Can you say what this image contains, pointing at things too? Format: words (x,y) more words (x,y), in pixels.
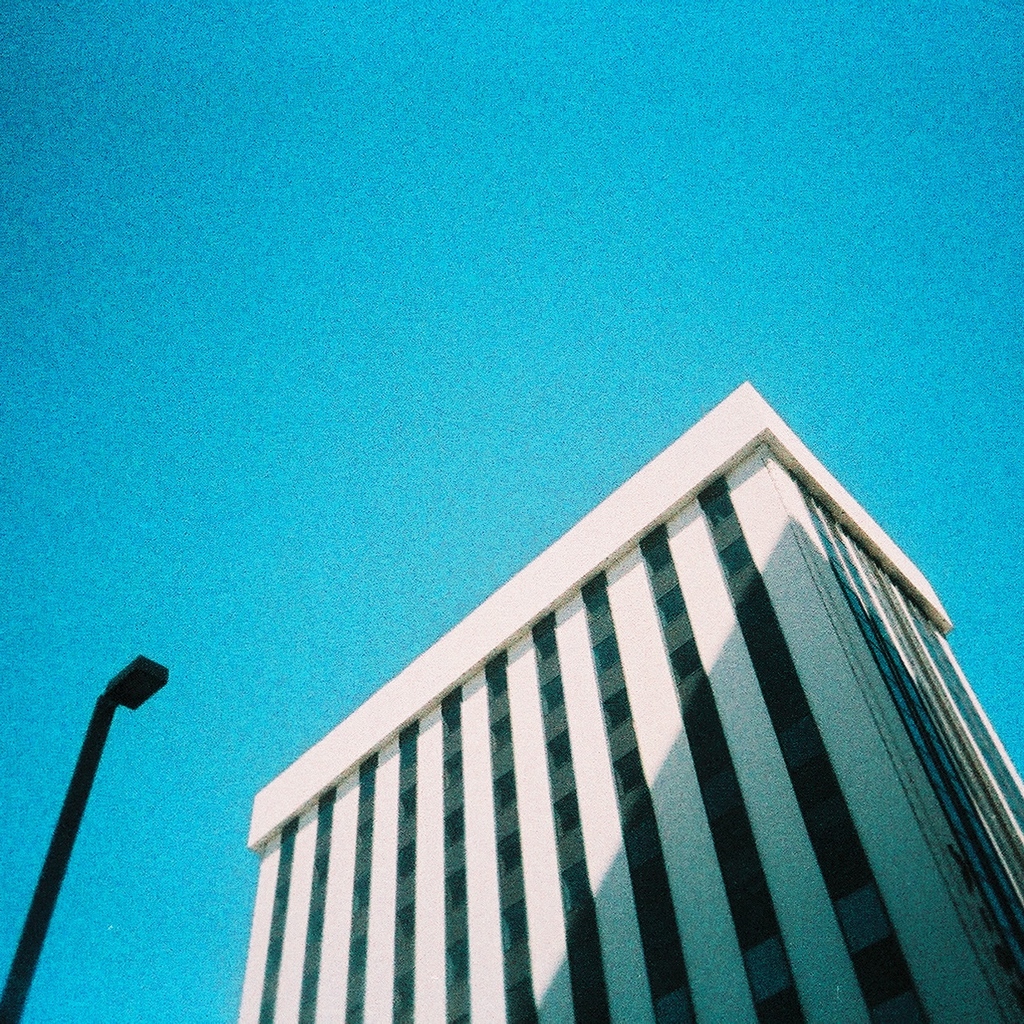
This image consists of a building (615,867) in white color. On the left (86,768), there is a pole (76,792) in black color. At the top (544,284), we can see the sky (352,402).
